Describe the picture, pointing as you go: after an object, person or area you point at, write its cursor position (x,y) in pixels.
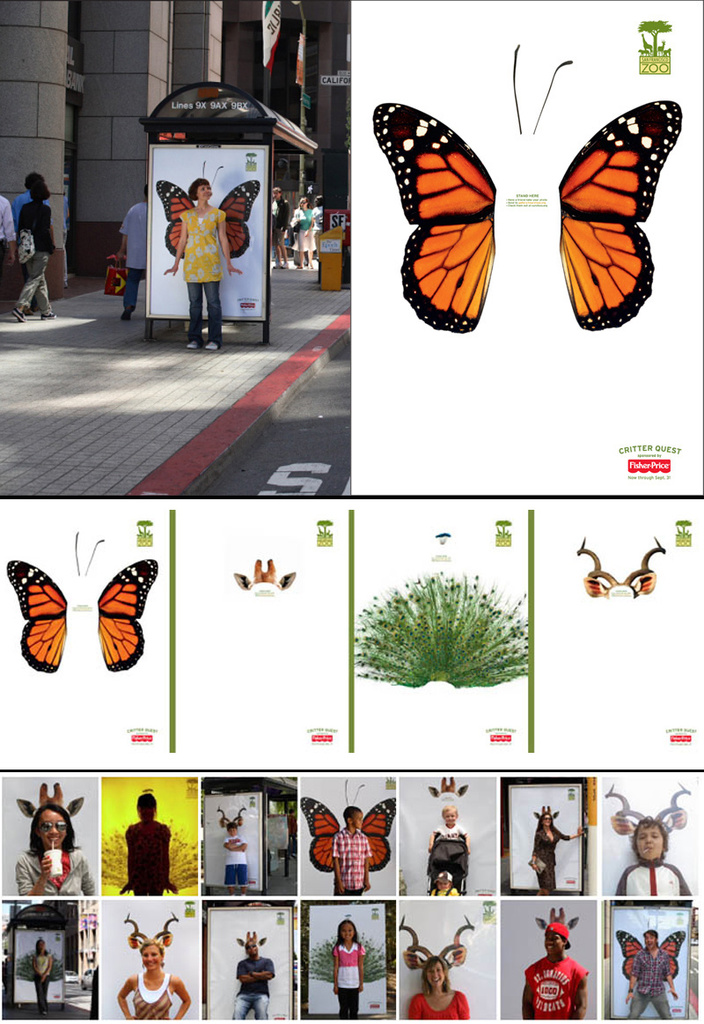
This is a photo grid image with a butterfly feathers (241,218) all of it, on the left side (200,245) top image there is a woman (213,219) standing in front of a butterfly wallpaper (169,192) and below images have butterfly feathers (23,584), peacock feathers (445,587) and deer horns (257,566), on the bottom (351,827) image there are people (43,968) standing with various animals feathers (17,968) and horns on the wall (190,808).
